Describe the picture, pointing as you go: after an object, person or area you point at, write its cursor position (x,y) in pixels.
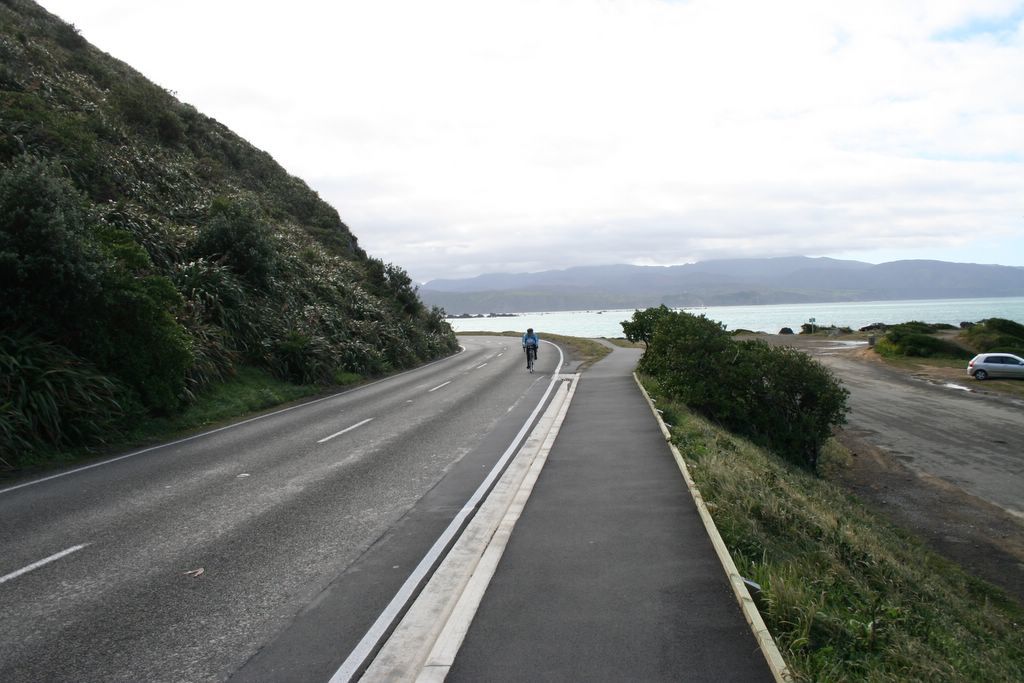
There is a person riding a bicycle (533,370) on the road (457,484). Here we can see plants (1001,333), car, grass (936,626), water (608,320), and a mountain (526,298). In the background (580,169) there is sky (818,143).
